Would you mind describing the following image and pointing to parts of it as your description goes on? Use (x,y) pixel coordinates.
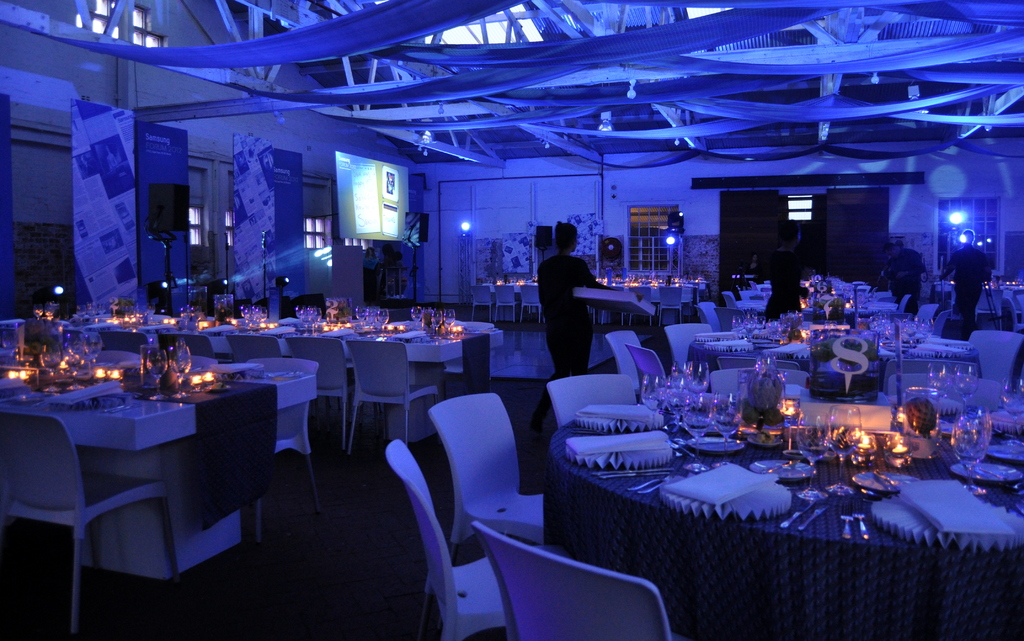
In this image there are many tables (736,522) and chairs (295,354) on that table (778,455) there are many glasses (821,443), candles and plates (780,469). In the middle (543,304) there is a woman (566,324) is walking. On the right (975,270) there are some people (974,274). On the left (340,197) there is a screen (381,205). I think this is a restaurant (615,271).
